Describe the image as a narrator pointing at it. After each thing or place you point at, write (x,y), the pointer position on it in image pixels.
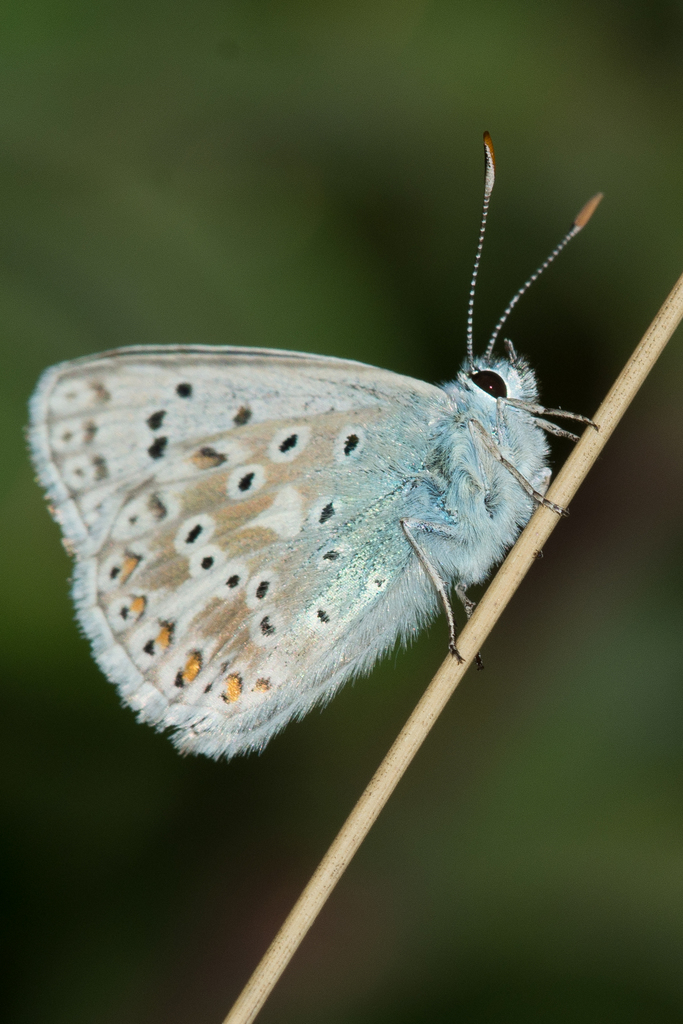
In the center of the image (356,470) a butterfly (422,529) is present on the stick (265,995). In the background (416,281) the image is blur.
